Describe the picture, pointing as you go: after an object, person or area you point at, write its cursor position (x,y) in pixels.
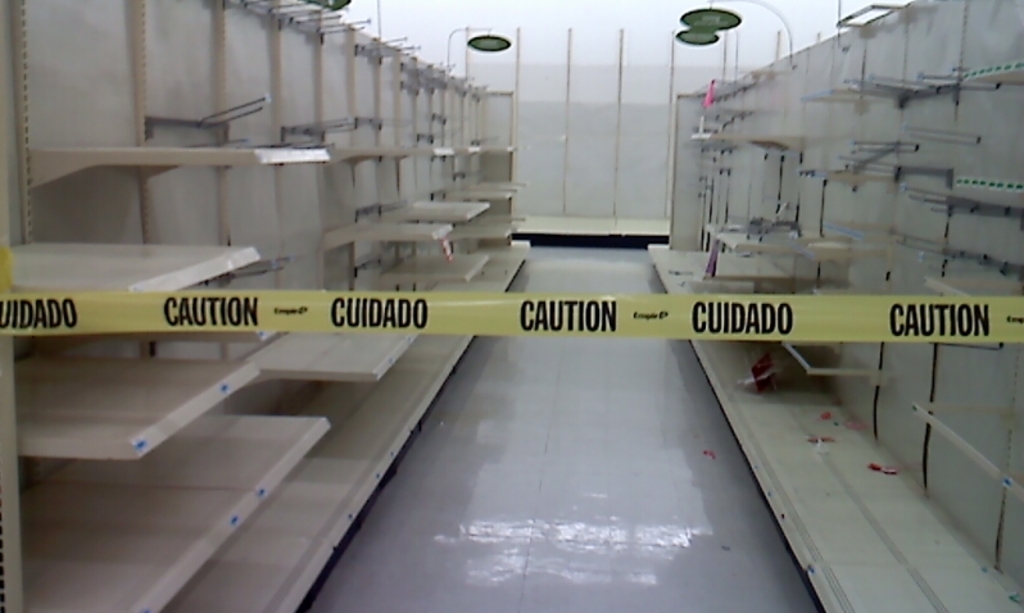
In the center of the image (606,324) we can see construction safety tag (606,324). On the left (171,583) and right side of the image (760,427) we can see shelves (901,410). In the background (550,204) there is wall (650,22).
